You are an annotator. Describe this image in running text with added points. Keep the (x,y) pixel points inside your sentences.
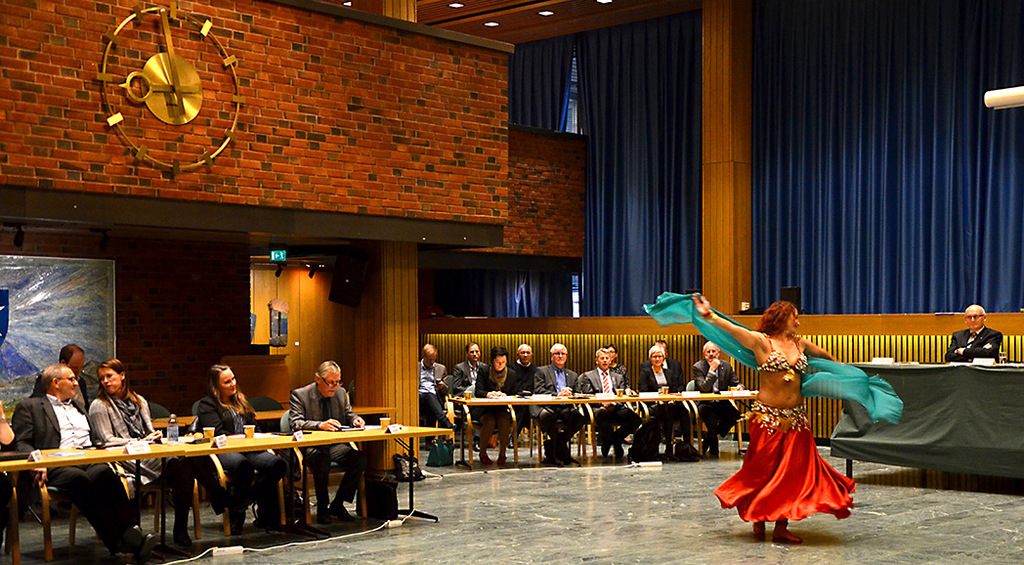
In this image there are group of persons (141,471) sitting on the chair (295,455) and at the right side of the image (782,430) there is a lady person (791,452) wearing red color dress (770,438) dancing and at the top of the image (336,105) there is a red color brick wall (366,143) and blue color curtain (788,160).
